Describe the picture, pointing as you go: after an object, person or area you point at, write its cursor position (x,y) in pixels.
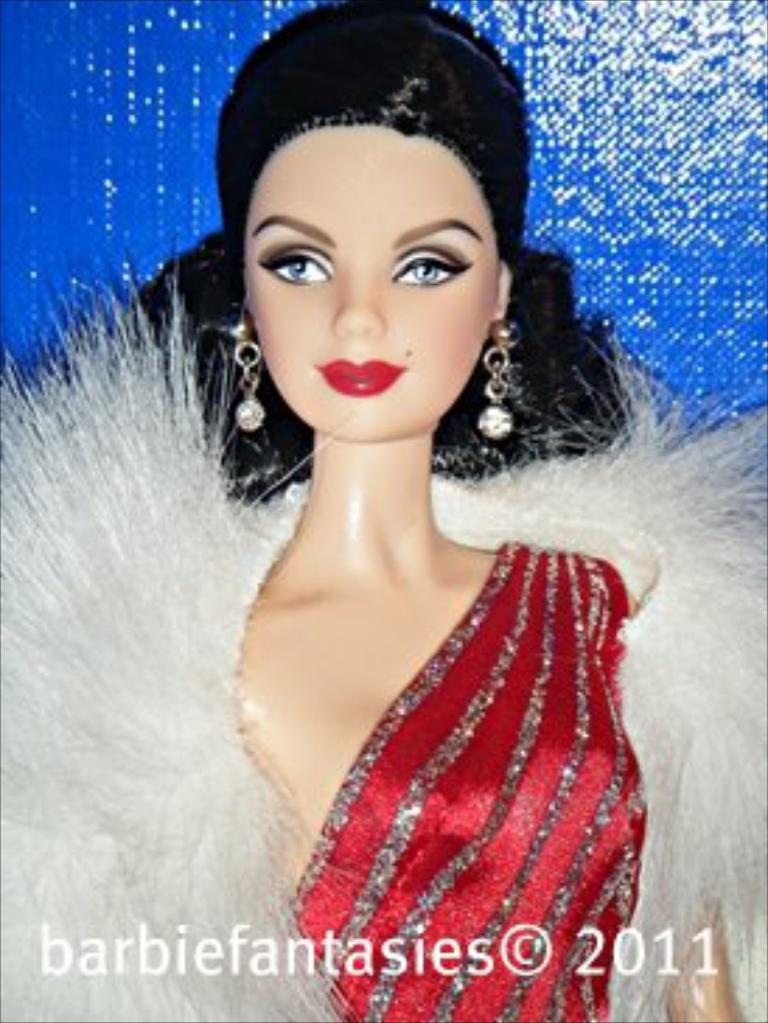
There is a toy (408,584) wearing earrings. In the back (554,227) there is a blue wall (195,79). At the bottom (404,968) there is a watermark (489,961).
